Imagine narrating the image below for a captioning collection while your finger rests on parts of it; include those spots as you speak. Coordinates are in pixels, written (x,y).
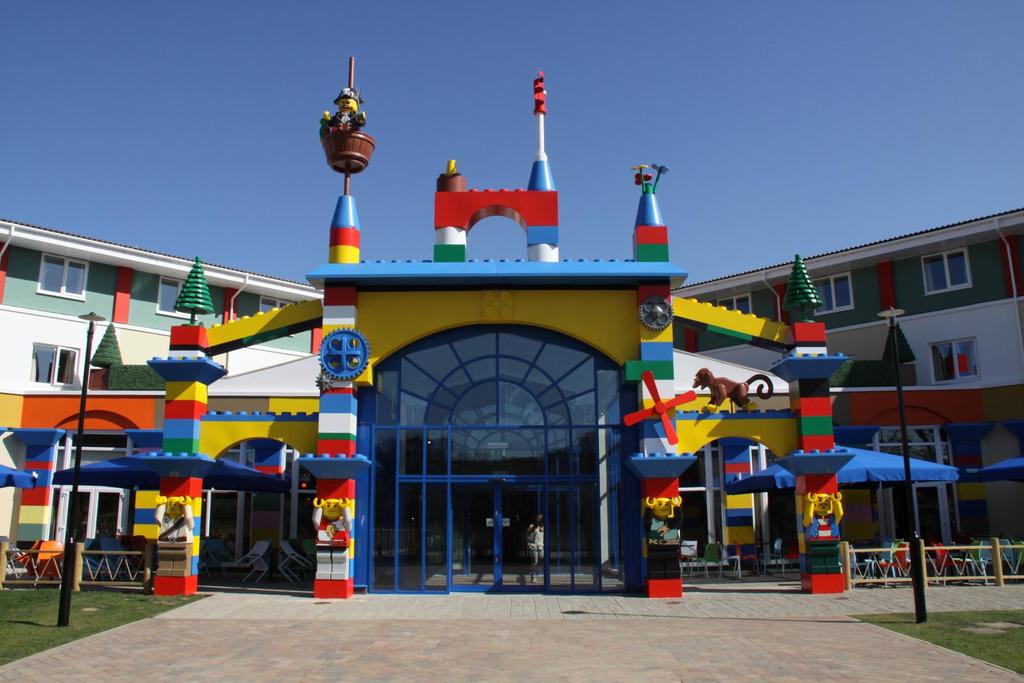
In this image in the center (462,446) there is a building (417,465), and also there are some toys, railing (888,550), glass doors (390,456), poles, pillars (802,406) and on the right side (1001,563) and left side (75,577) there is a railing (969,573). At the bottom (472,596) there is grass (67,632) and walkway (724,611), at the top of the image (319,115) there is sky (305,124).
